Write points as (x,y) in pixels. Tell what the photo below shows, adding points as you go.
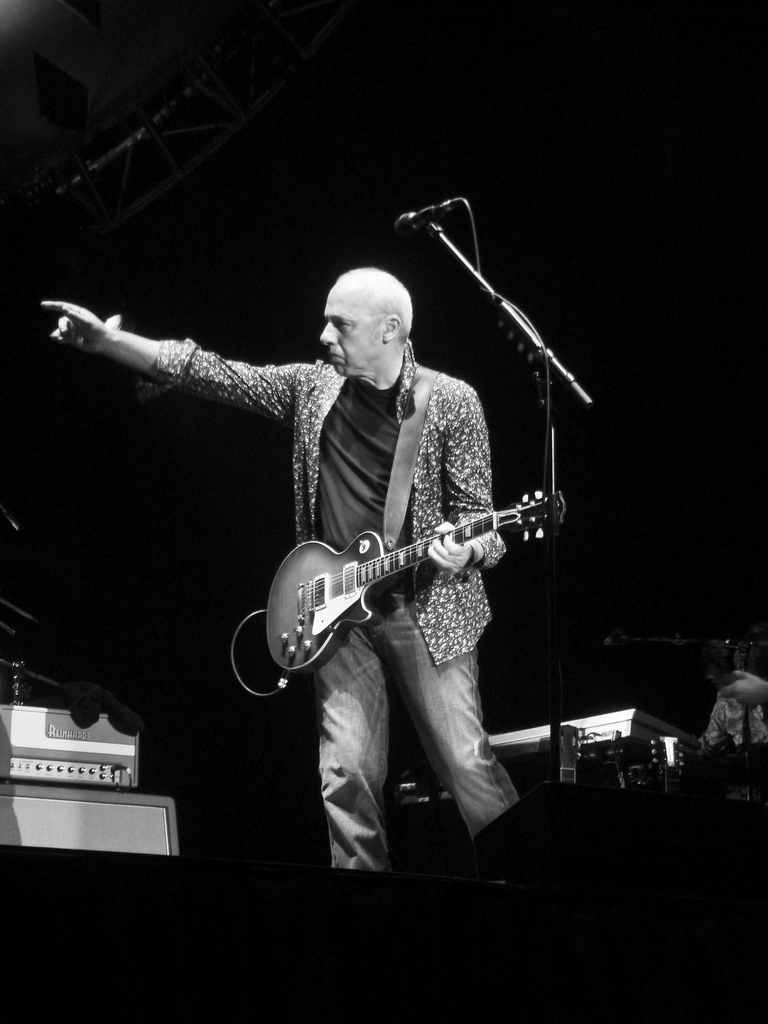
In this image I can see a person (388,295) standing in front of the mic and holding the guitar (505,515).
